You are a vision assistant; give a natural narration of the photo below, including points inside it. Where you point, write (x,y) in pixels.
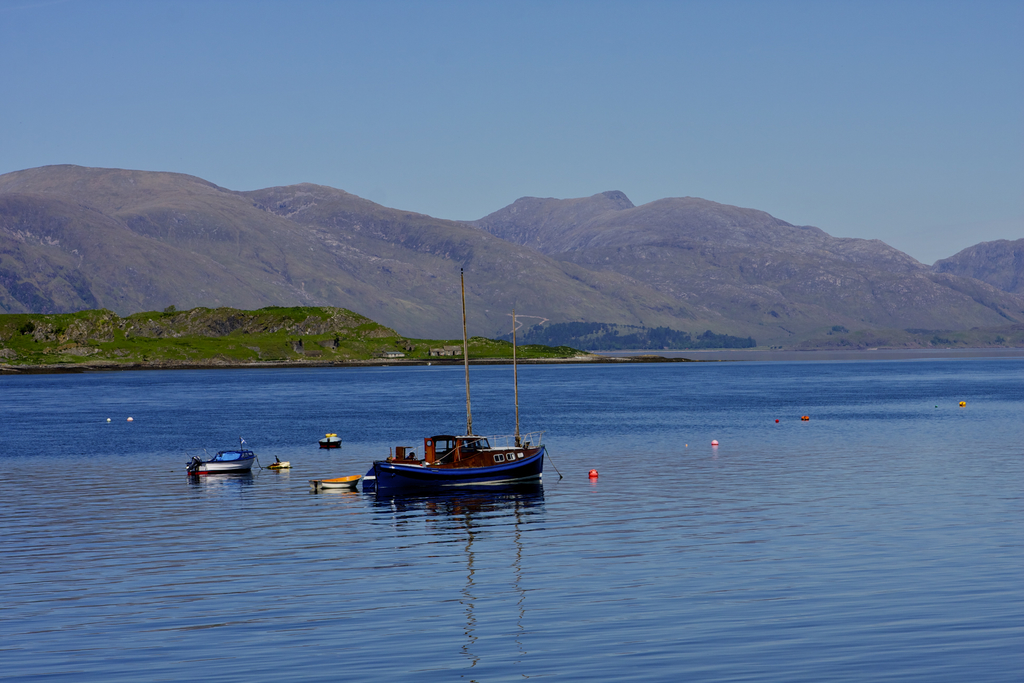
This picture is clicked outside the city. In the center (532,444) we can see the boats (454,446) and some other objects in the water body (409,560). In the background (328,124) we can see the sky (924,239) and the hills (241,297) and the green grass (223,345) and some other objects (433,349).
